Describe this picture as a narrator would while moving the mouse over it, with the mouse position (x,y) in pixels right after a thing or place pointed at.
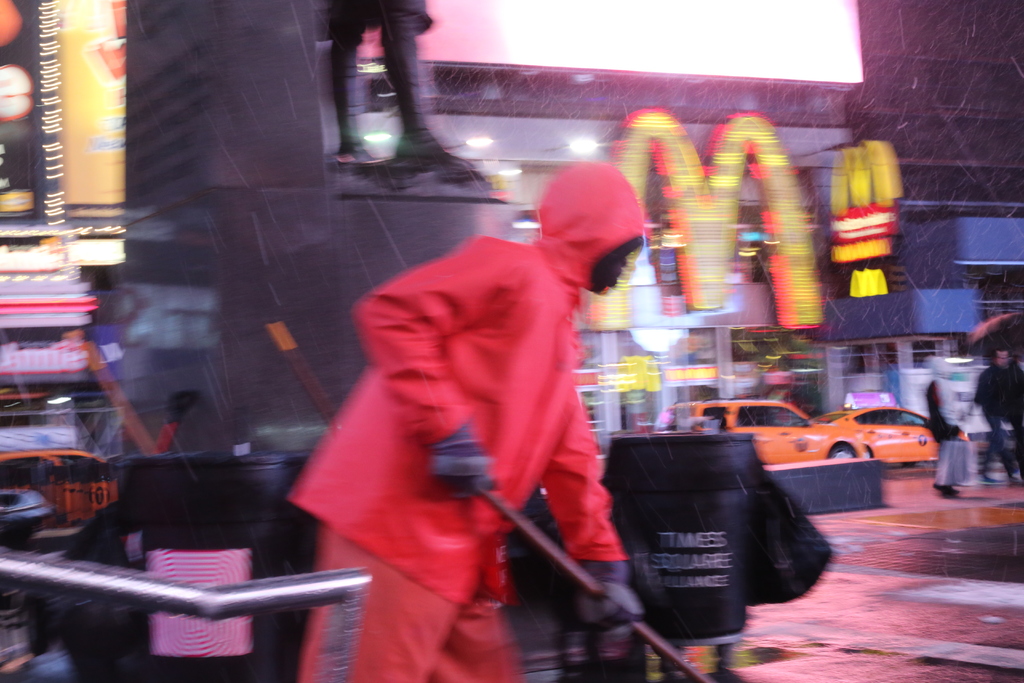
This image consists of a man (474,382) wearing pink dress (424,544) is cleaning the road (763,615). In the background (714,113), there are buildings (829,347) along with the cars (848,422). At the bottom (915,527), there is a road (905,573).
